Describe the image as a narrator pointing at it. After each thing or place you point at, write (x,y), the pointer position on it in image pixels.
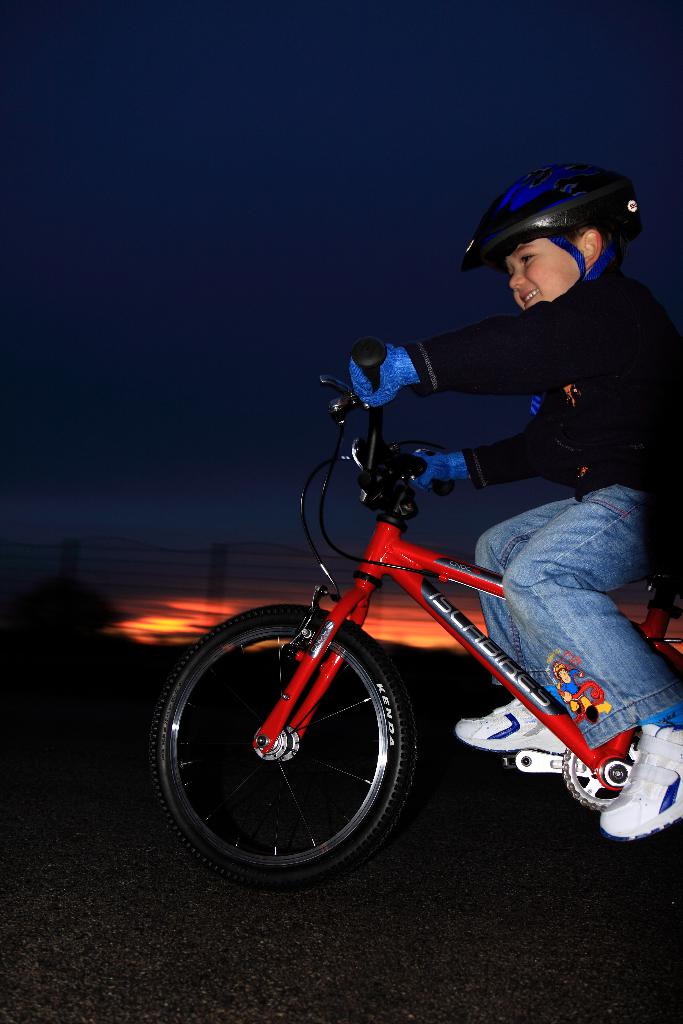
In this picture we can see a boy (525,527) is riding bicycle (269,731) and we can see dark background (227,260).
